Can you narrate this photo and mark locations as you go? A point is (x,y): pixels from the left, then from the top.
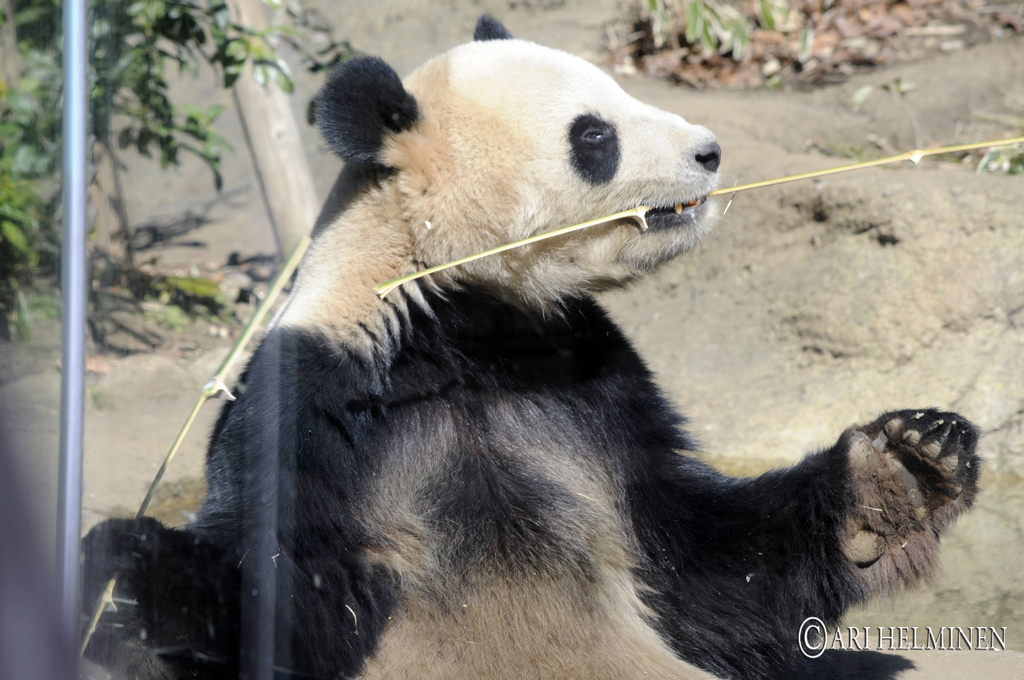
In this image I can see a black and white colour panda (507,264). I can see this panda (512,123) is holding sticks (223,385) and in the background (194,113) I can see few plants (90,38). I can also see watermark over here.
